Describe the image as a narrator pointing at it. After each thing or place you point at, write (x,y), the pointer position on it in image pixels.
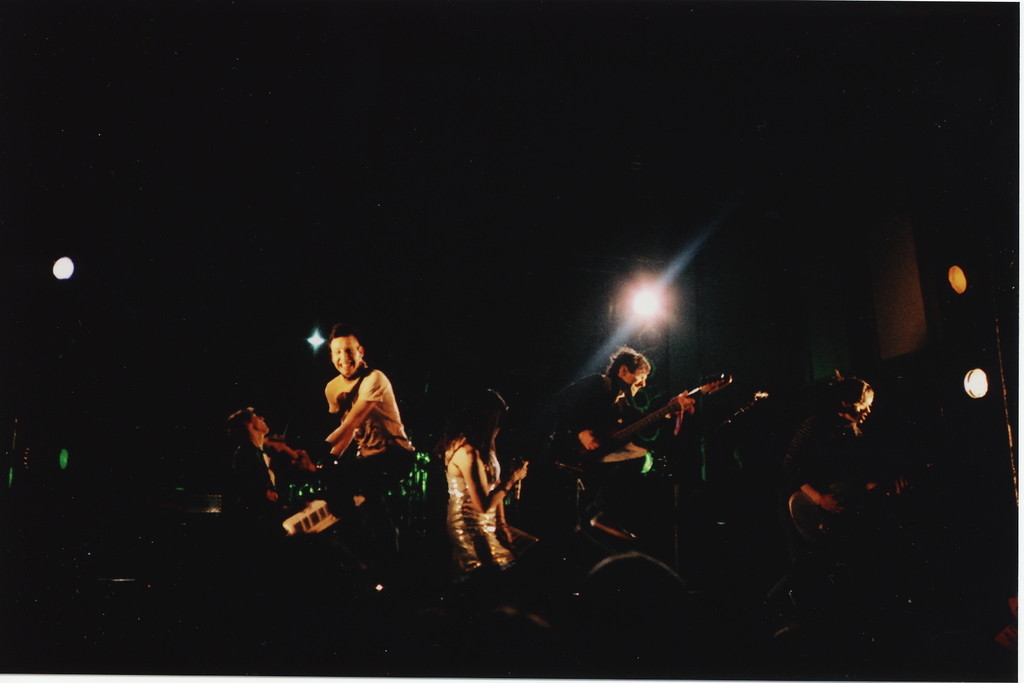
In this image i can see a group of people (363,498) playing musical instrument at the background (641,313) i can see a light (632,297).
